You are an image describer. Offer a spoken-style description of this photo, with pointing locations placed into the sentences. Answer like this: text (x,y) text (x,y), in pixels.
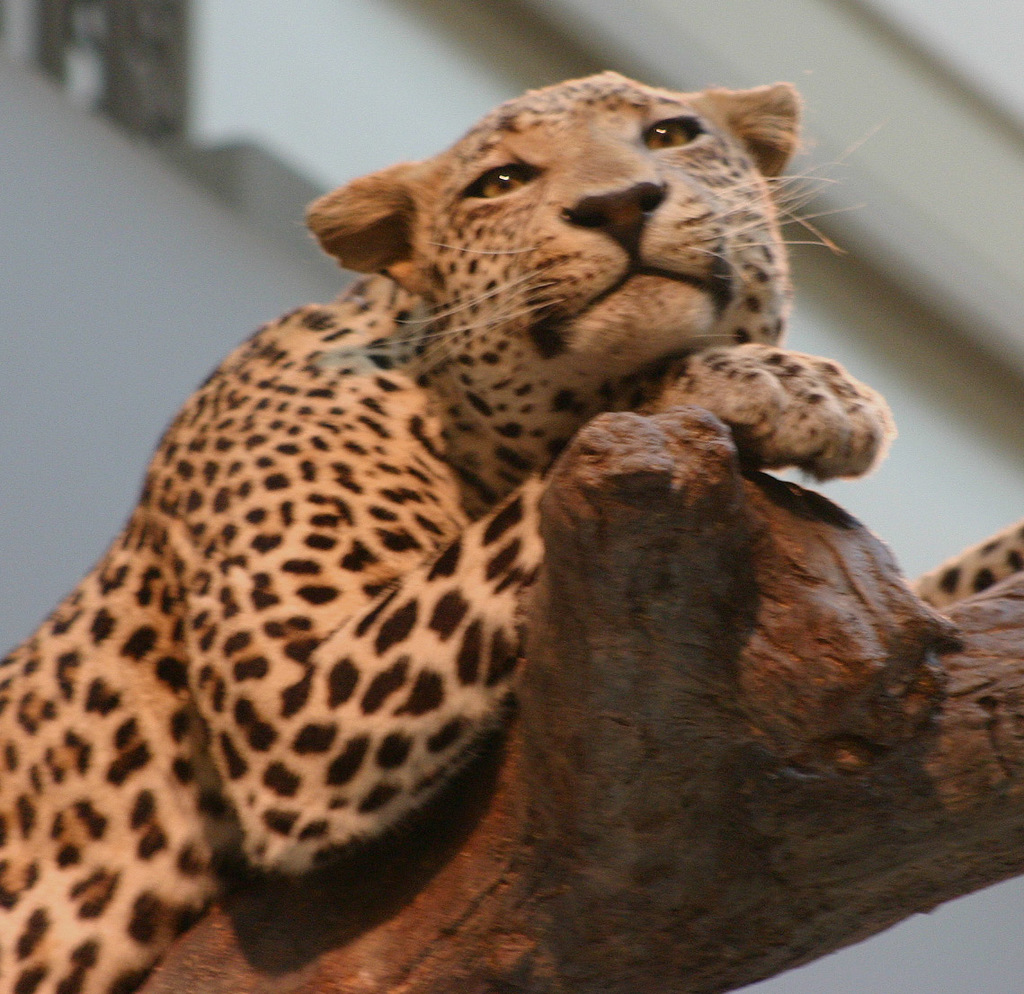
In the foreground of the picture (569,449) there is a leopard (554,254) on the trunk (909,817) of a tree (698,680). The background (979,186) is blurred.
